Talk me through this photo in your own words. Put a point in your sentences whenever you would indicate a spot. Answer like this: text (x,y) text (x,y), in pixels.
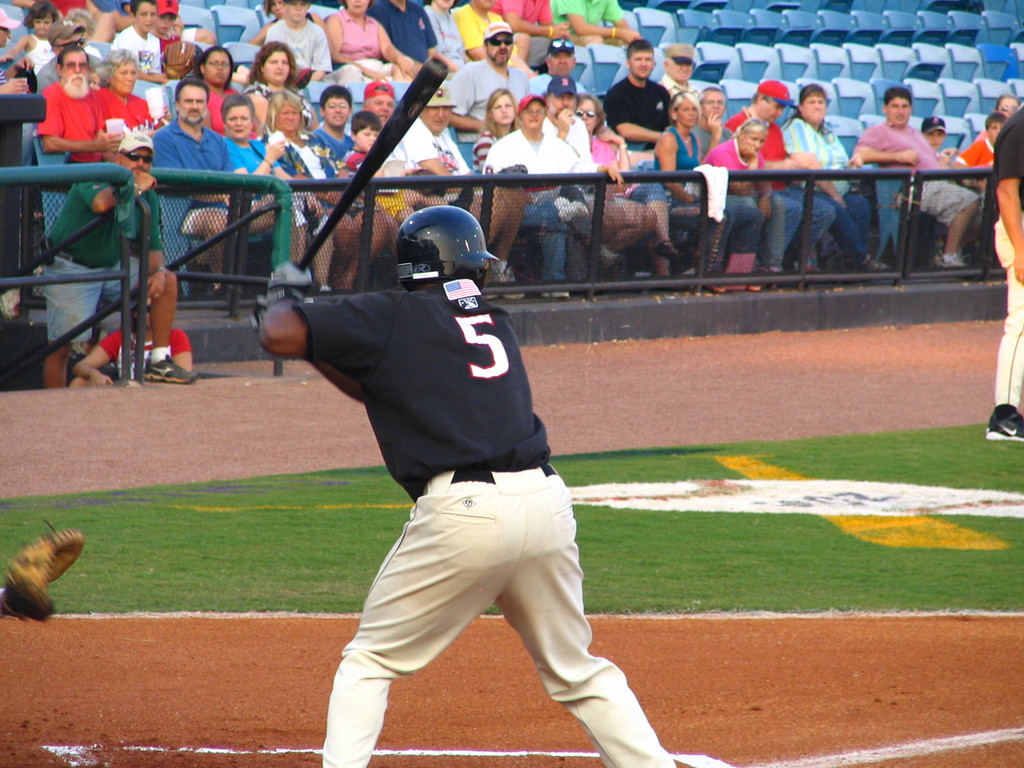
In this image we can see persons (479,586) standing on the ground (197,602) and one of them is holding a bat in the hands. In the background (538,112) we can see iron grills (435,191) and spectators (382,111) sitting on the seats (842,116).
